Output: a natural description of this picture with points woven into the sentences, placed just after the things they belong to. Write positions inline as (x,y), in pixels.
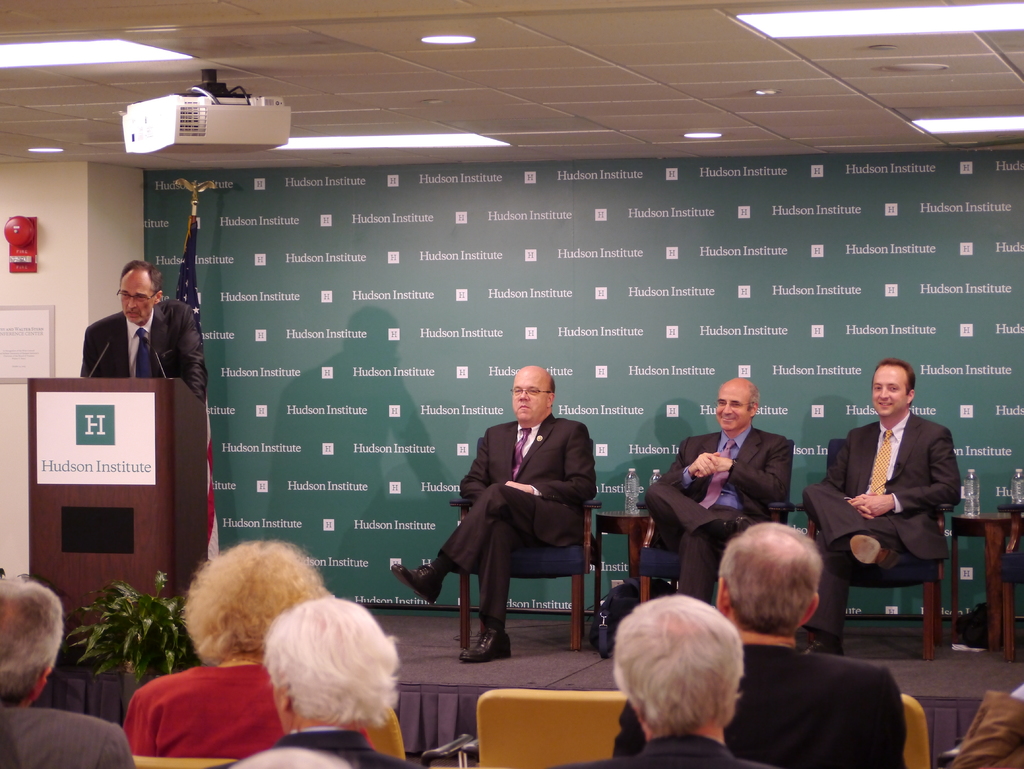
In this picture I can see few people (479,597) sitting in the chairs (588,526) and I can see a plant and couple of water bottles (973,489) on the table (990,536) and I can see a man (141,336) standing at a podium (109,440) and speaking with the help of microphones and I can see a board (85,434) with some text (43,466) on the podium (171,449) and I can see an advertisement board (462,311) in the back (623,342) with some text (616,332) and few lights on the ceiling (102,29) and I can see projector (187,121) and I can see an emergency alarm (31,254) on the wall (49,281) and I can see poster (28,335) on the wall (63,314) with some text (29,354).
